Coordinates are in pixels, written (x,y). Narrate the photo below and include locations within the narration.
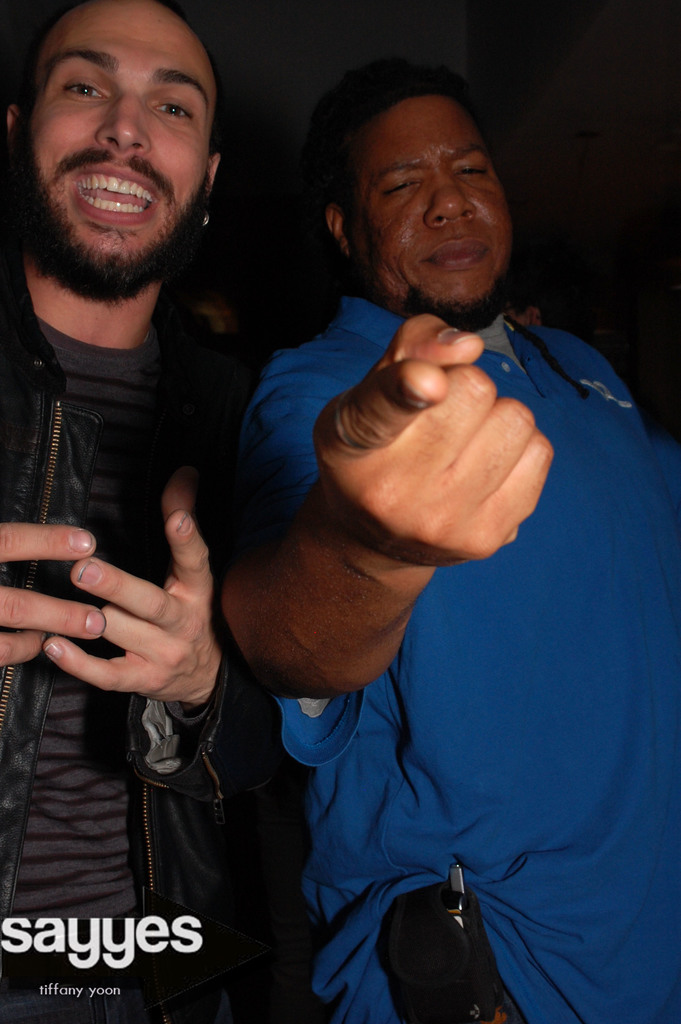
In this image we can see man (461,622) standing.
